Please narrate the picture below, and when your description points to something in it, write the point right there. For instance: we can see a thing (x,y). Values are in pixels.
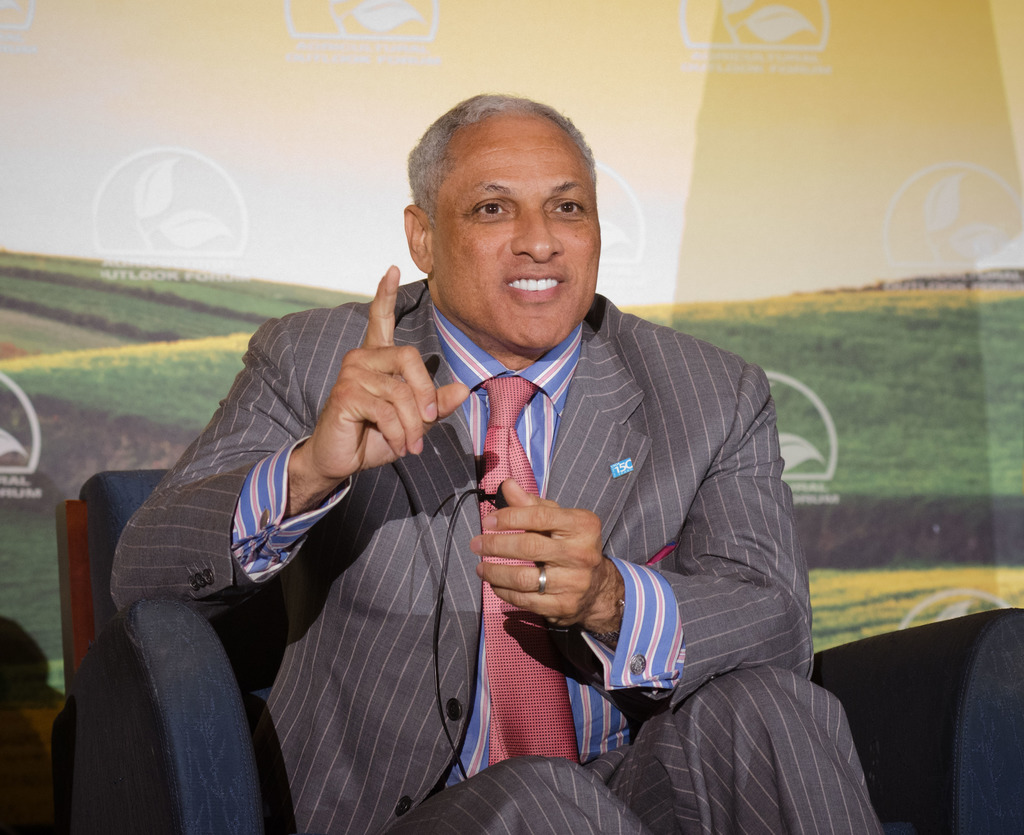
In this image there is a man (581,434) sitting in the center (385,553) on the sofa (225,674) holding a mic (441,592) in his hand (514,553) and smiling. In the background (342,240) there is a banner (256,232) with some text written on it.
